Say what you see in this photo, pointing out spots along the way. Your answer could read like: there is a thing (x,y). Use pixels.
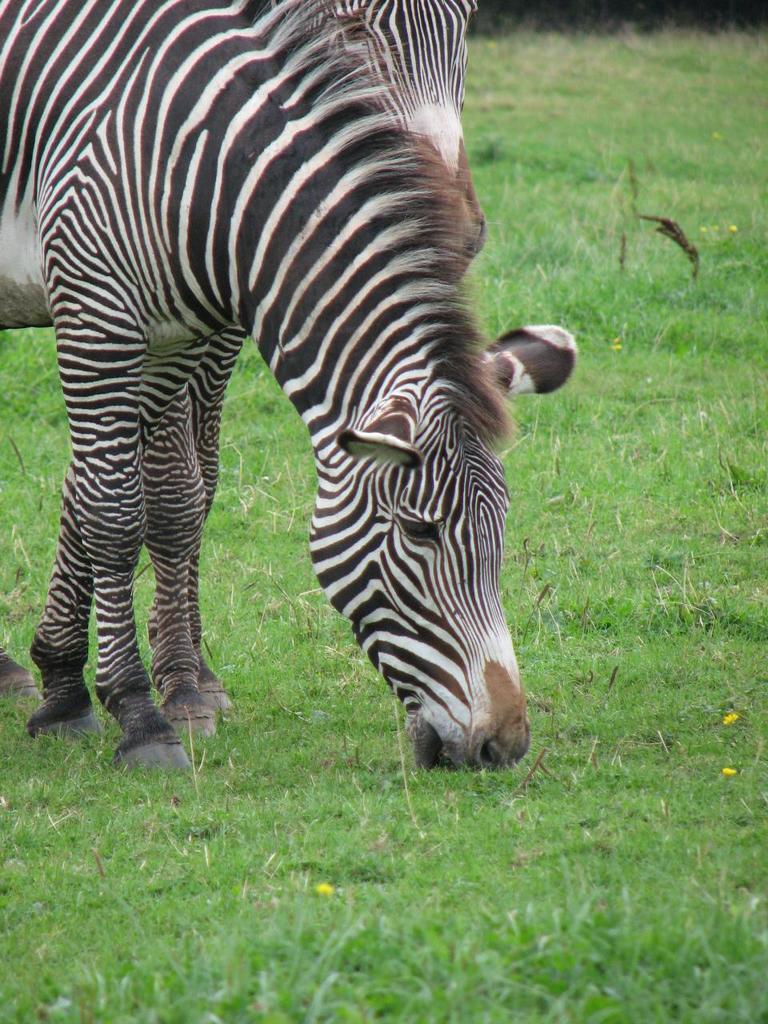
In this image there is a zebra (384,494) on the surface (324,789) of the grass (360,821).
